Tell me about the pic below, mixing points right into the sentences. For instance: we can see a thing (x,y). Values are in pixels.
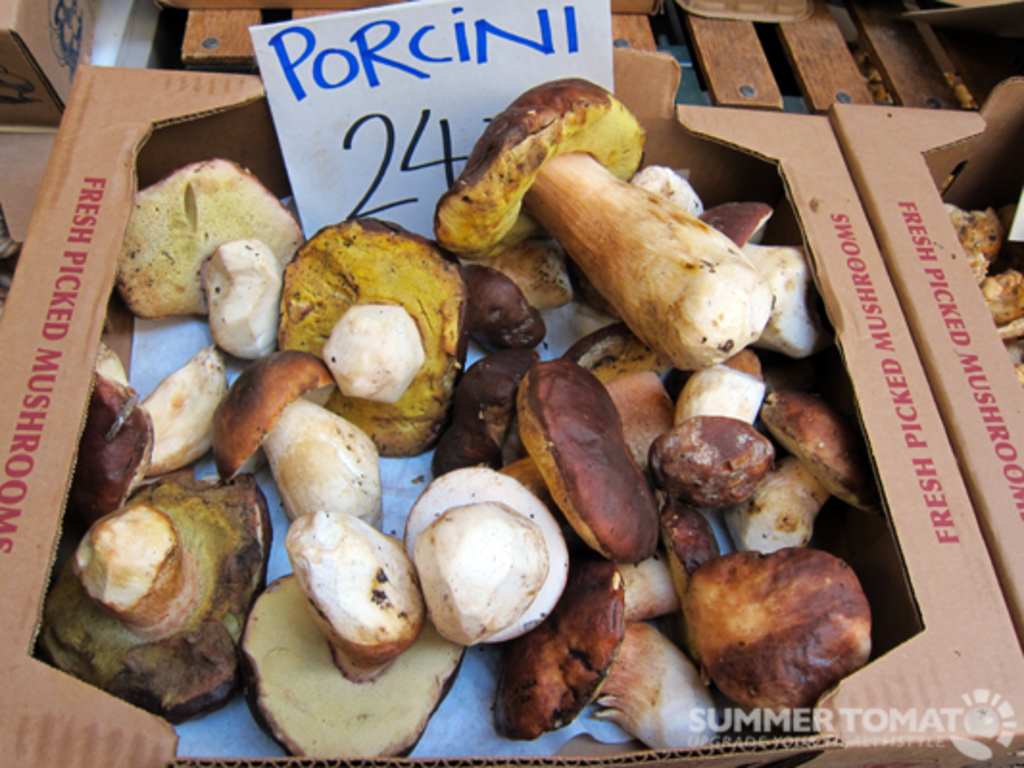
In this image I can see a cardboard box (54,329) which is brown in color and number of mushrooms (581,474) which are brown and cream in color in the box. I can see a white colored board (362,162), wooden bench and few other boxes (948,298).
